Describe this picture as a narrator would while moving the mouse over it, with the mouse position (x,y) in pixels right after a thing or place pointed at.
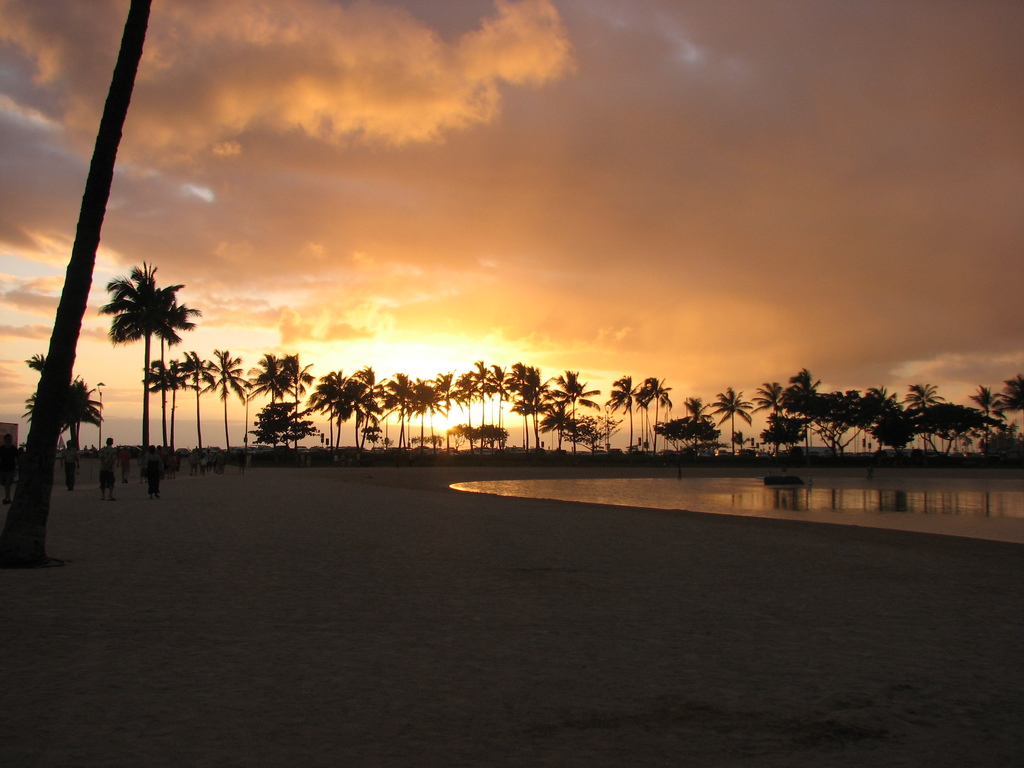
Here in this picture, on the left side (107,482) we can see people (174,464) standing and walking on the ground (128,495) and on the right side (985,478) we can see water (949,488) present over the place and we can also see plants (870,455) and trees (920,424) covered over there and we can see sun (439,418) and clouds (282,199) in the sky (276,131).
